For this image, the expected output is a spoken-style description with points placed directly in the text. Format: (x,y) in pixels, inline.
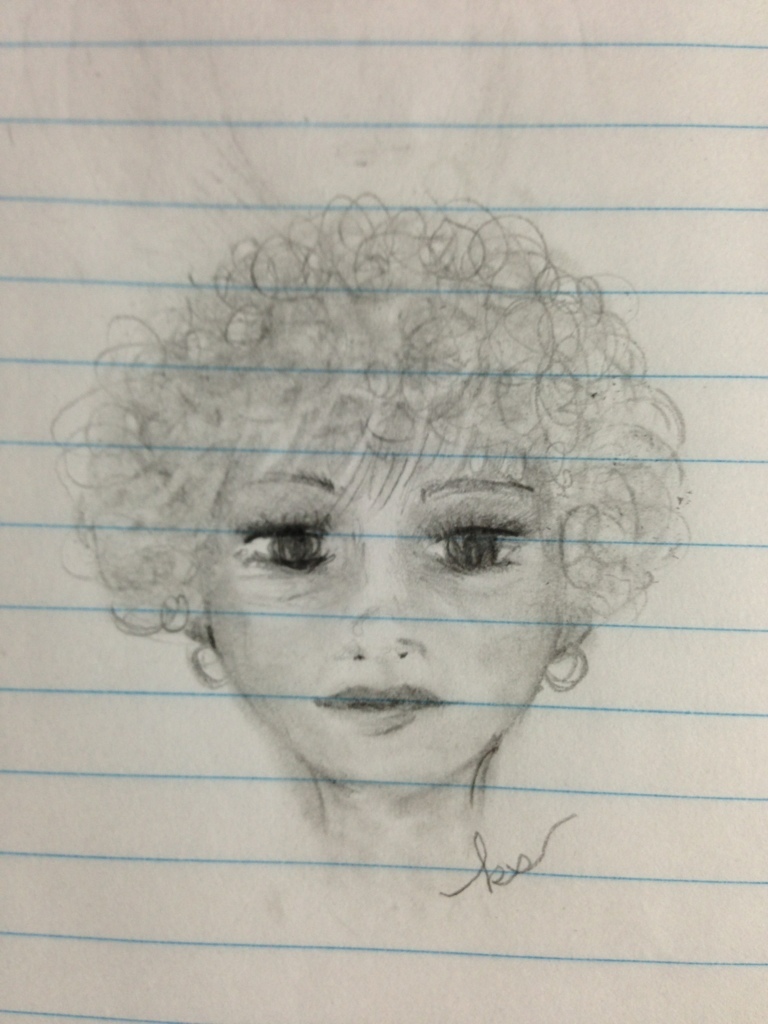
In this image we can see the sketch (369,413) of the person (390,641) on the paper (398,291).
